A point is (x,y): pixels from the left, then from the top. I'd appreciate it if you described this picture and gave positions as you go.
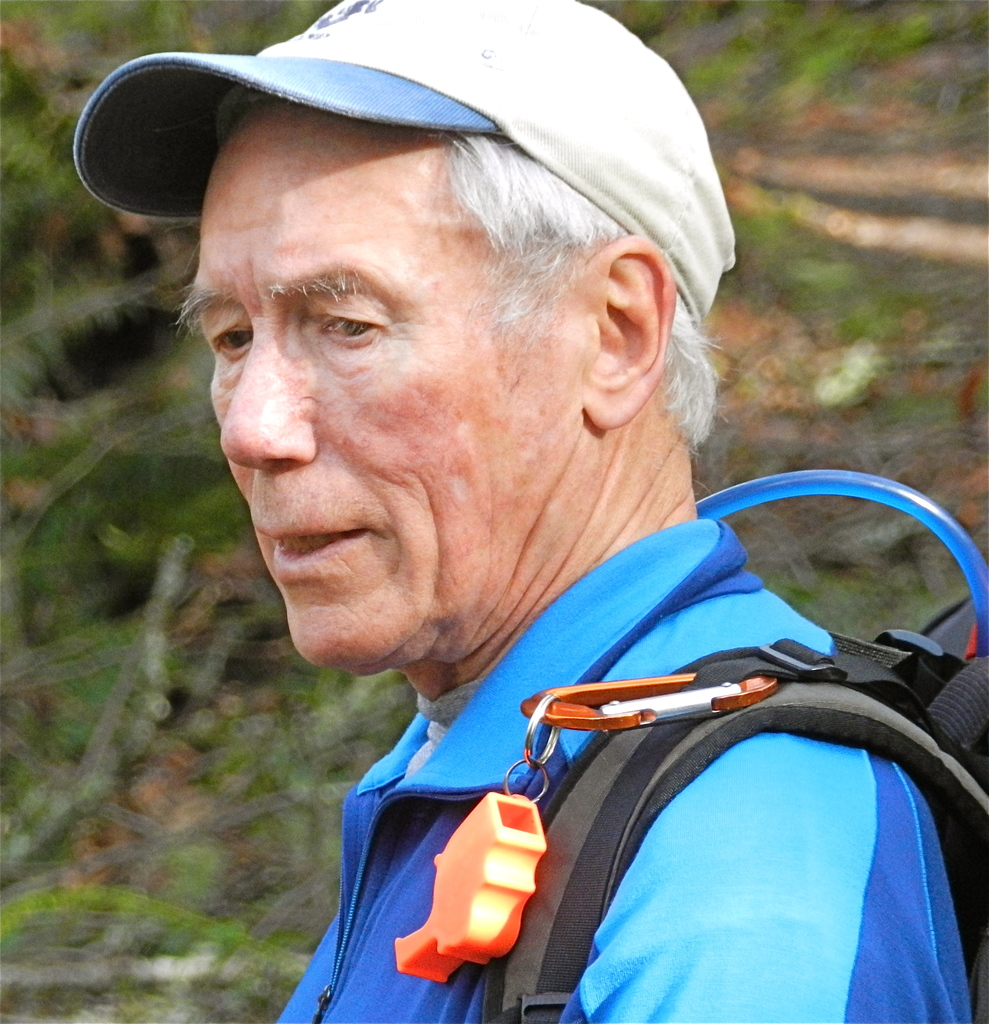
In this picture we can see a person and in the background (263,801) we can see it is blurry.
